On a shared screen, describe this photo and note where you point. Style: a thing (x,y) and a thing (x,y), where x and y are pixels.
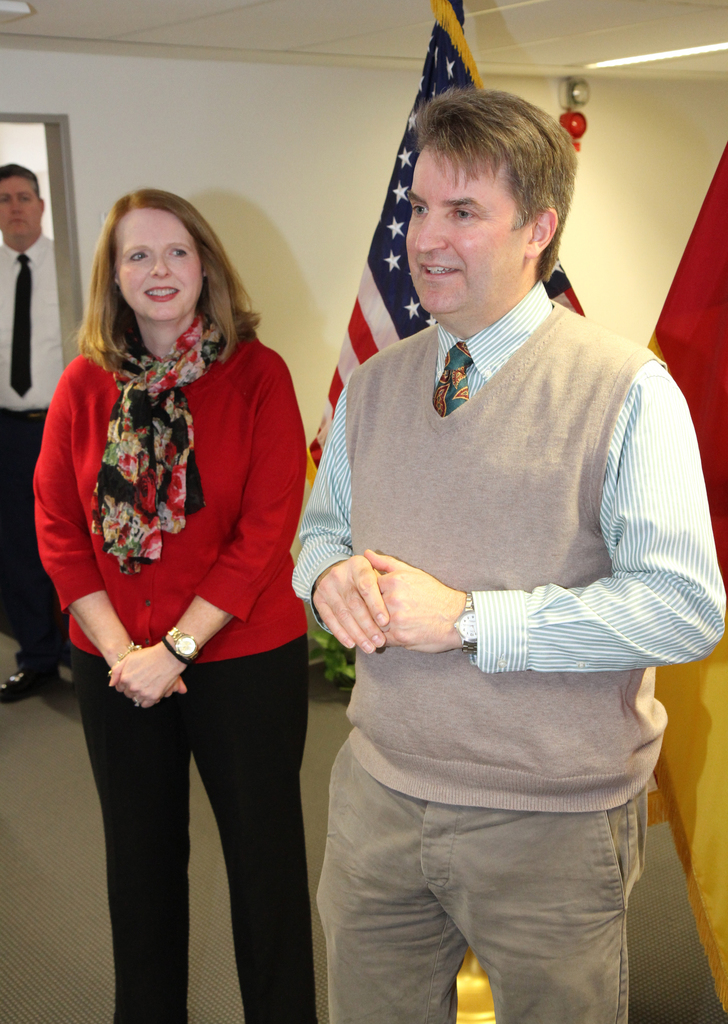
In this image, at the right side (643,872) there is a man (595,521) standing, at the left side (220,511) there is a woman (212,465) standing, in the background (372,288) there is a flag (383,259) and there is a person (16,275) standing at the door (72,223), there is a white color wall (220,117).
